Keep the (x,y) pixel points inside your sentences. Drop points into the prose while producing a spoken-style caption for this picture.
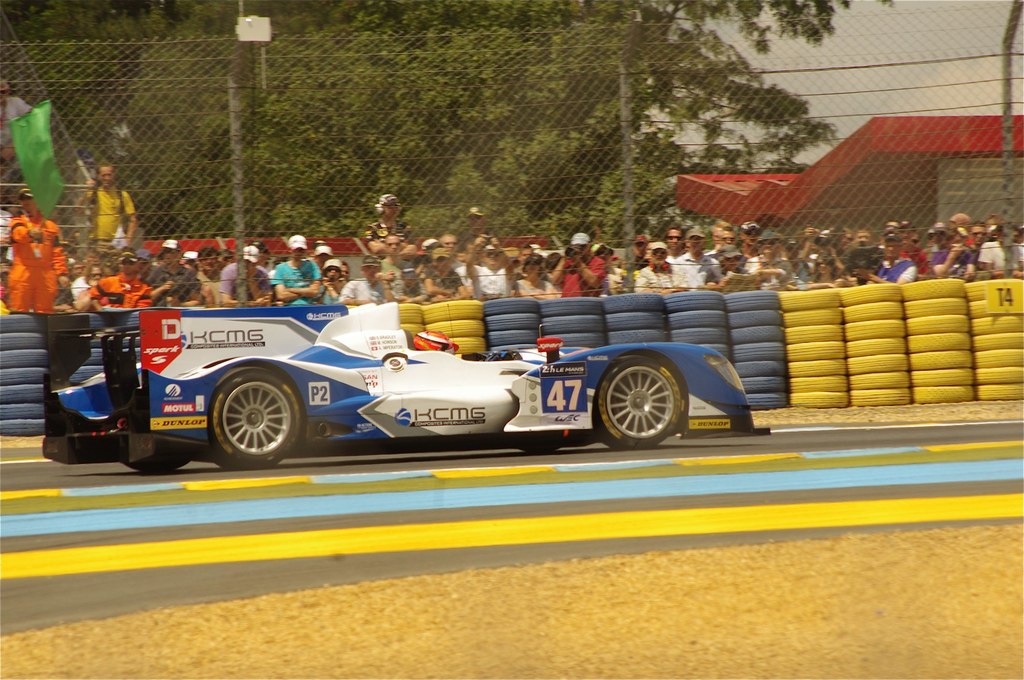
In this image we can see a sports car (493,393) on the road (476,520) and there are tires (785,315). There is a fence (67,79) and we can see crowd (289,280). On the right (864,206) there is a shed (855,202) and we can see trees (338,93). There is sky (954,12).
